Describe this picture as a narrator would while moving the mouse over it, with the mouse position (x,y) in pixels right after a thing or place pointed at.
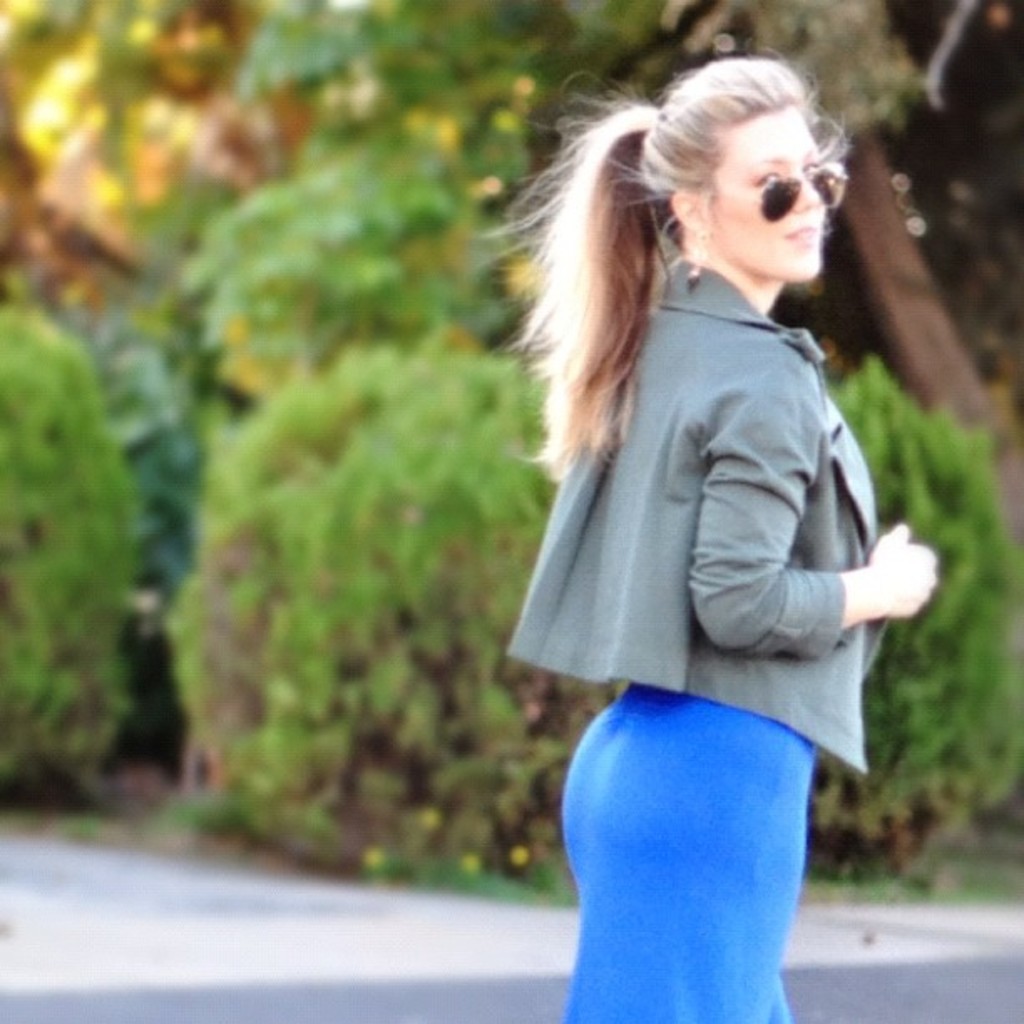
In the picture there is a woman (685,829) standing on the road (310,1007) and posing for the photo, she is also wearing goggles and in the background (237,325) there are many trees (259,260).
